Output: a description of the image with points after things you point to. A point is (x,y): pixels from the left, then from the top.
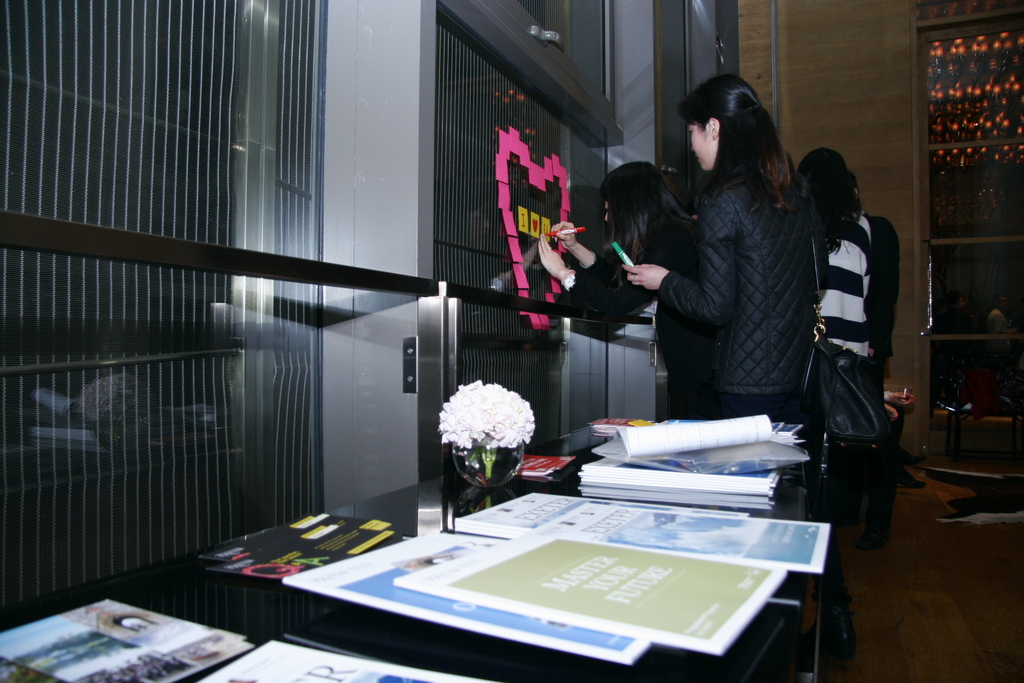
In this picture there is a table (408,566) at the bottom side of the image (569,544), on which there books (748,500) and a flower pot (464,453), there are people (788,263) in the image, it seems to be they are decorating and there are windows (182,189) in the center of the image (477,336).
